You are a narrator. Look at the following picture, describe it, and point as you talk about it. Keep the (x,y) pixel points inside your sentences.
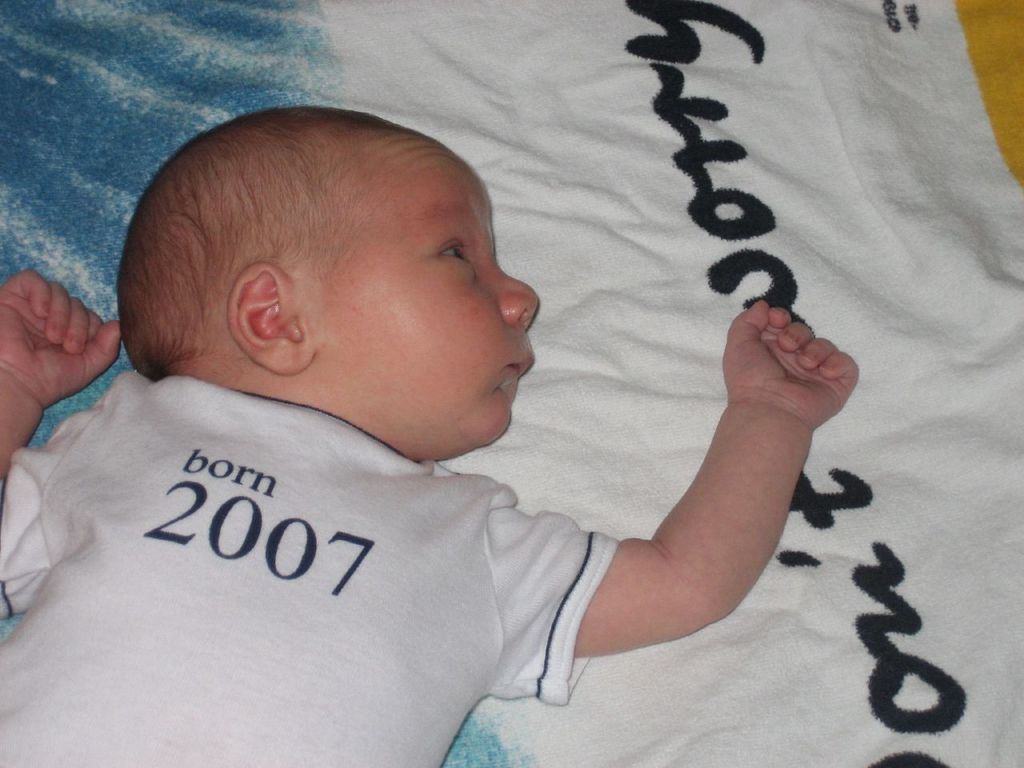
In this picture I can see there is a baby (472,321) lying here on the bed (608,704) and there is a blue and white bed sheet (702,257) here.
